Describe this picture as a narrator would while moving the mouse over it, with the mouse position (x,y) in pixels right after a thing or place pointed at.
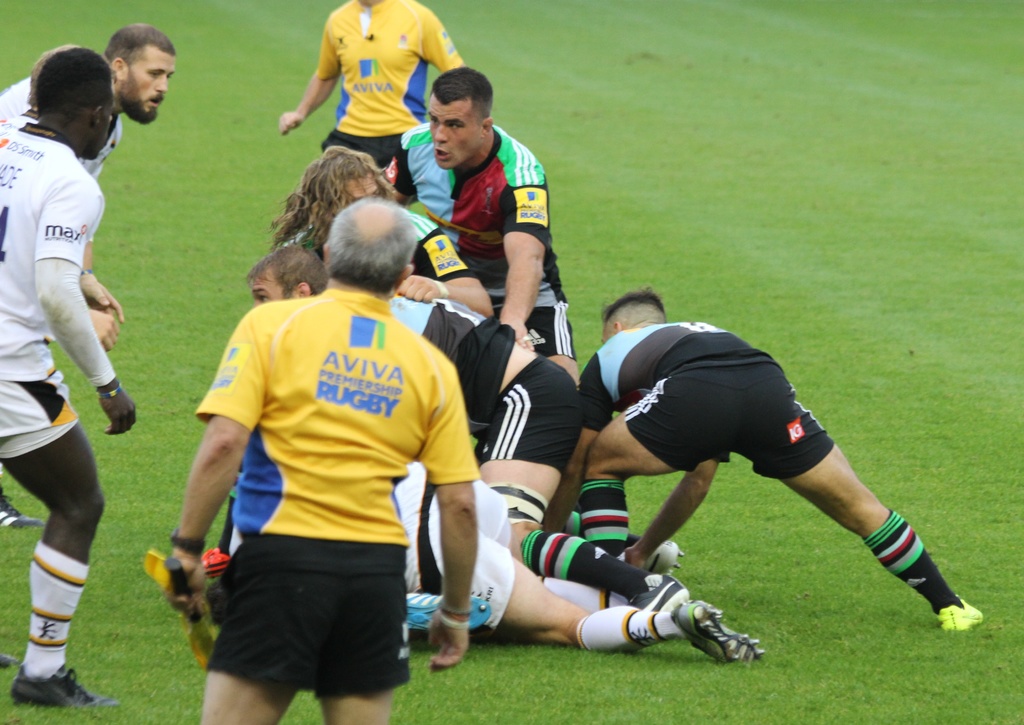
This image is taken outdoors. At the bottom of the image (651,681) there is a ground (912,677) with grass (570,110) on it. On the left side of the image (66,247) there are two men (60,318) standing on the ground (115,255). In the middle of the image (439,460) a man (347,595) is standing and a few men (512,503) are playing on the ground (597,329).
